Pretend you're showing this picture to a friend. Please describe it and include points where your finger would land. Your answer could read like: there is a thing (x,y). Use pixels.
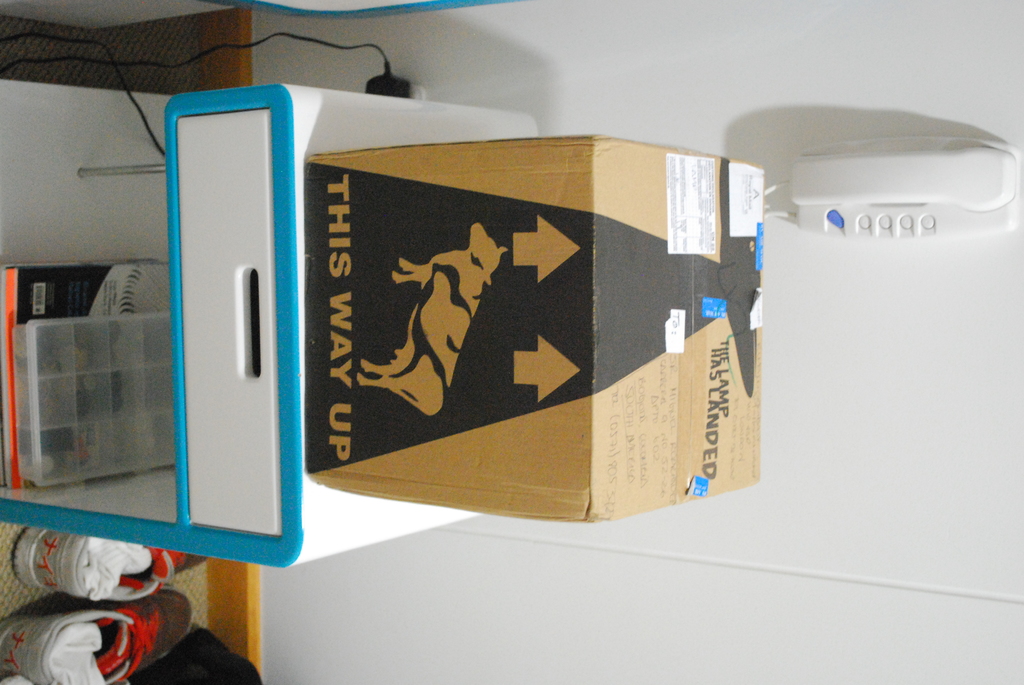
It is a tilted image, there is a box (436,311) kept on a table (283,322) and below the box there is a plastic box (81,377) and some other object (77,314) kept on the lower shelf (107,226) of the table (25,252), On the right side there are a pair of shoes (157,626) and socks (106,542). Behind the table (124,159) there is a white color wall (532,642), there is a telephone (901,169) attached to the wall (798,77) and below the telephone (968,173) there is a switchboard (413,92).
